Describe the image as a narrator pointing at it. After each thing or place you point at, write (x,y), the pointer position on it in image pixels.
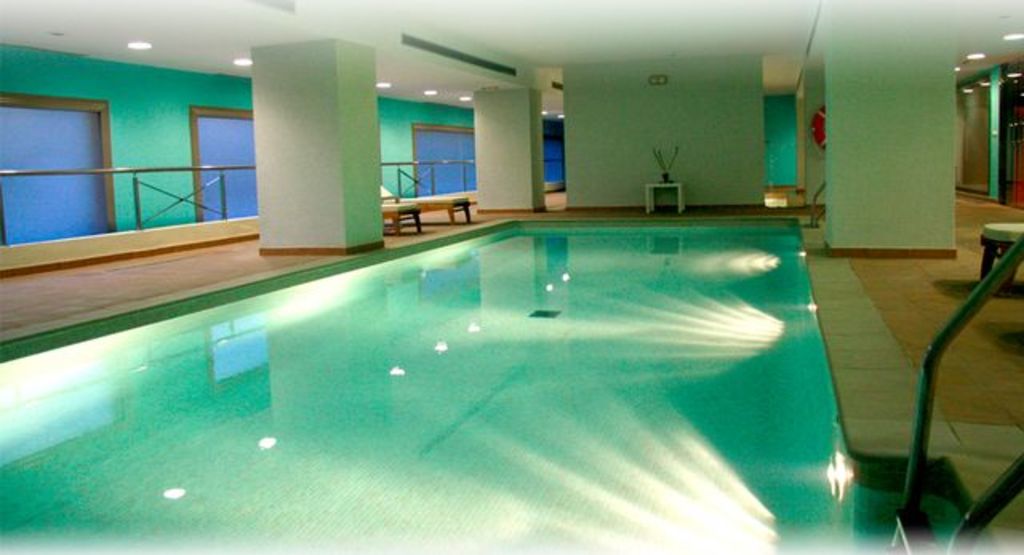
In this picture I can see the swimming pool (443,322) in front (395,309) and I can see the lights (752,526). On the both sides of this picture I can see the floor (923,287) and I see few chair (406,222). I can also see the pillars (858,19) and on the top of this picture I can see the lights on the ceiling (676,44).
